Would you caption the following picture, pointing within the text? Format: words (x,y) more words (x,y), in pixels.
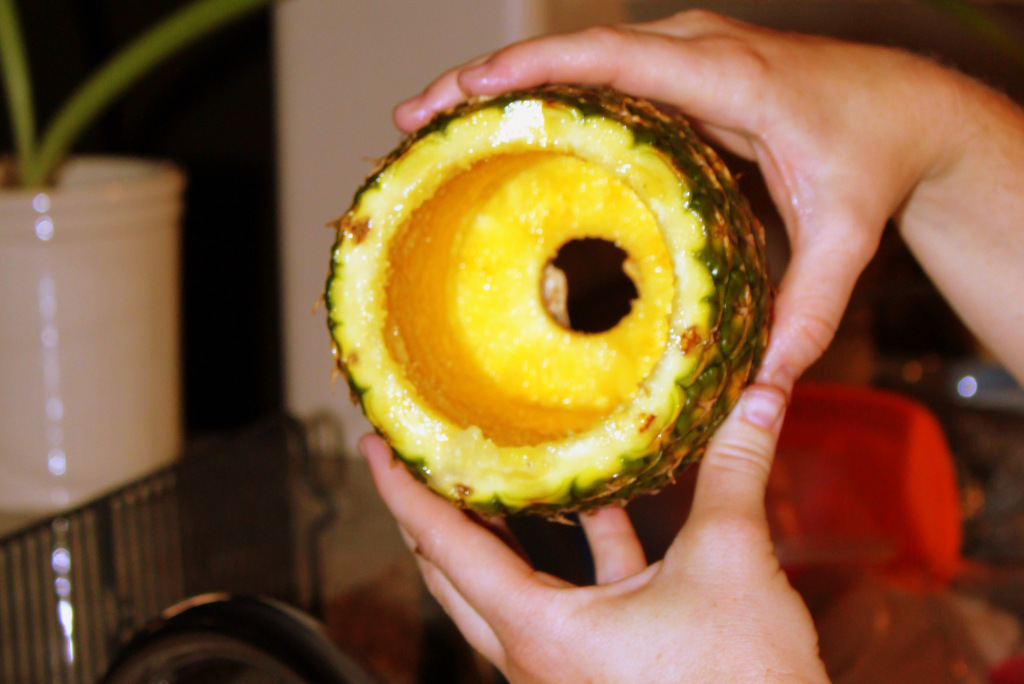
In this image we can see the hands (576,645) of a person (697,27) holding a pineapple (662,325). Here we can see a small plant (101,268) on the left side (49,302).
